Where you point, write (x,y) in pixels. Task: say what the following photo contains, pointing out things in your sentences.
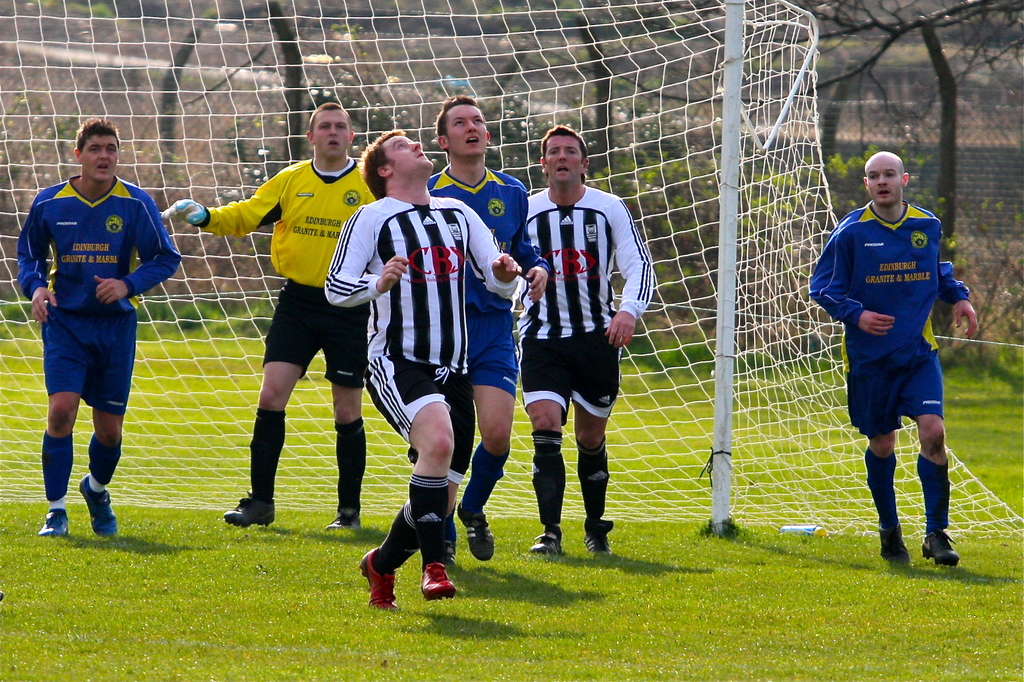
In this picture there are group of people (542,379) and there might be running. At the back (624,41) there is a net (685,399) and there are trees (594,142) and there is a fence (965,233). At the bottom (396,658) there is grass (419,601).
